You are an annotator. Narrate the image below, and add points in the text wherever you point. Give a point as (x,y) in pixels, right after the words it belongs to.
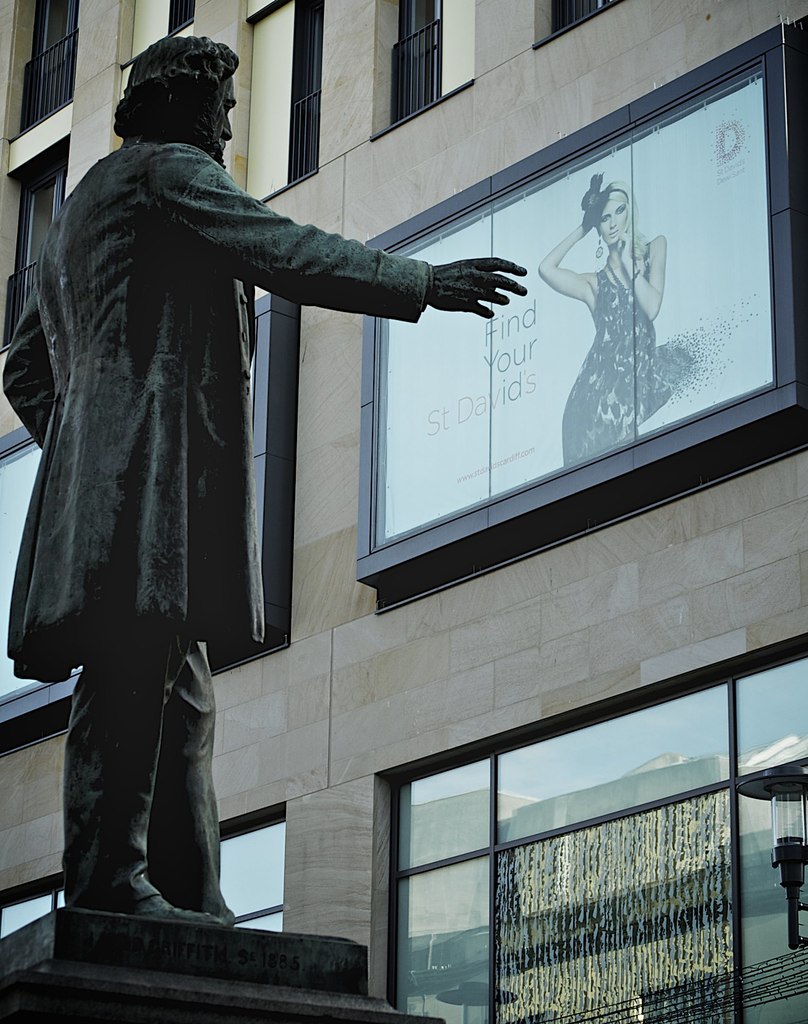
In this picture we can see a building (651,41), screen (435,254), light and objects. We can see the reflection (460,851) on the glass (486,847). We can see the statue (225,230) of a man (188,399) placed on a pedestal (112,965).
